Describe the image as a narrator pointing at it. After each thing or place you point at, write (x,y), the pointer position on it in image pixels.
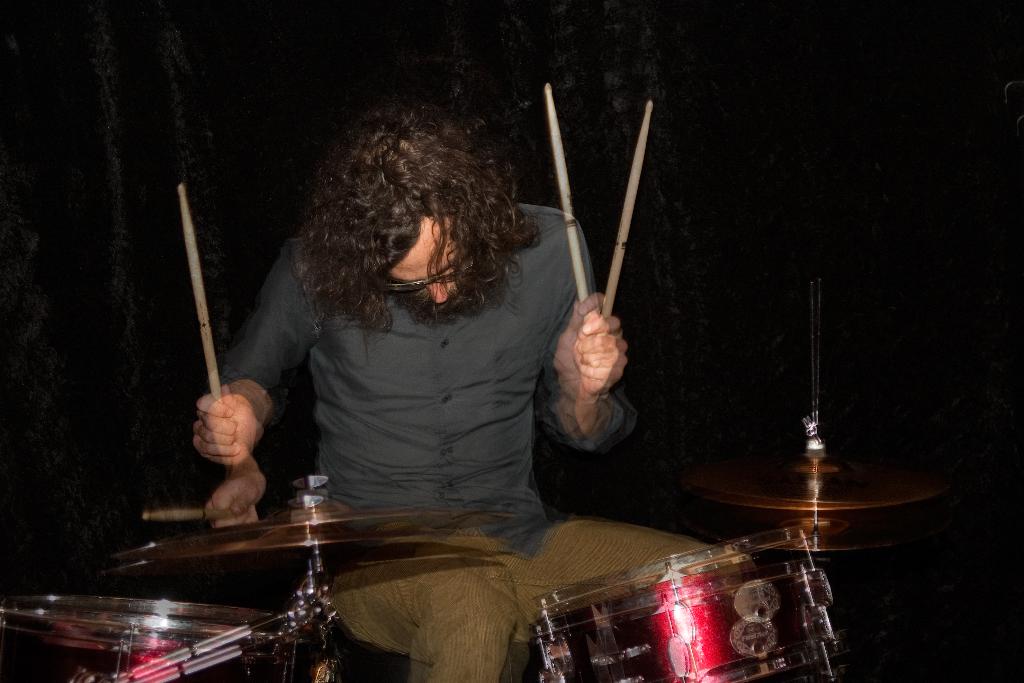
In this image there is a man (496,377) who is playing the drums (703,601) with the sticks (619,239).
